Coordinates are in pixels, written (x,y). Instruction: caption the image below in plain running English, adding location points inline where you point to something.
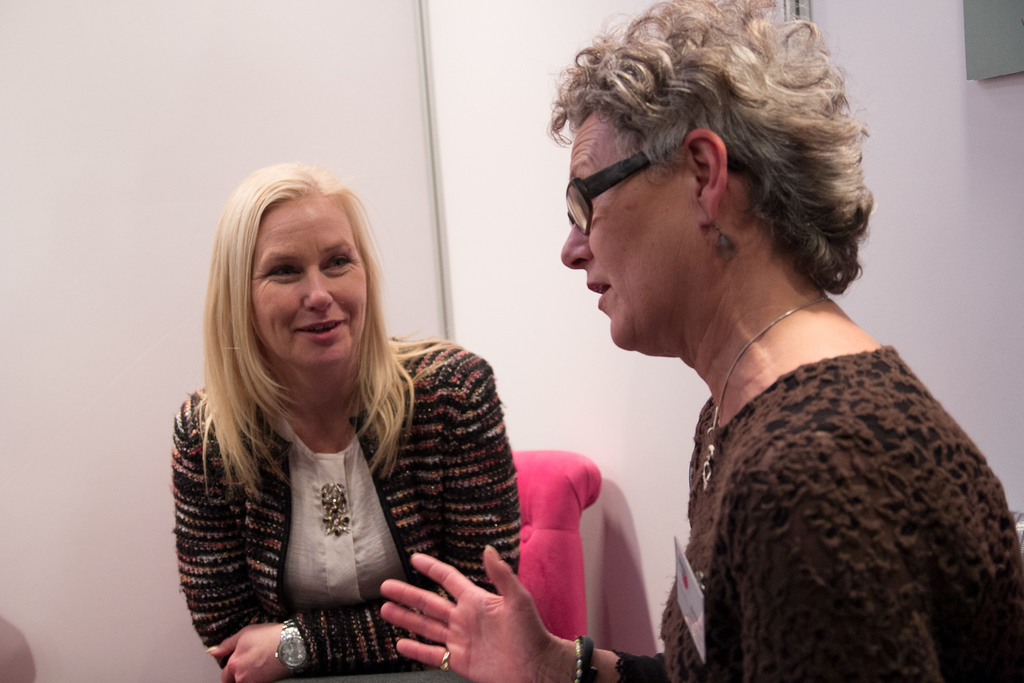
In this image I can see two people (724,527) with different color dresses (692,564). I can see one person (515,494) sitting on the pink color chair (541,520) and an another person (587,221) having the specs (587,221). In the background (559,202) I can see the wall (520,204).
